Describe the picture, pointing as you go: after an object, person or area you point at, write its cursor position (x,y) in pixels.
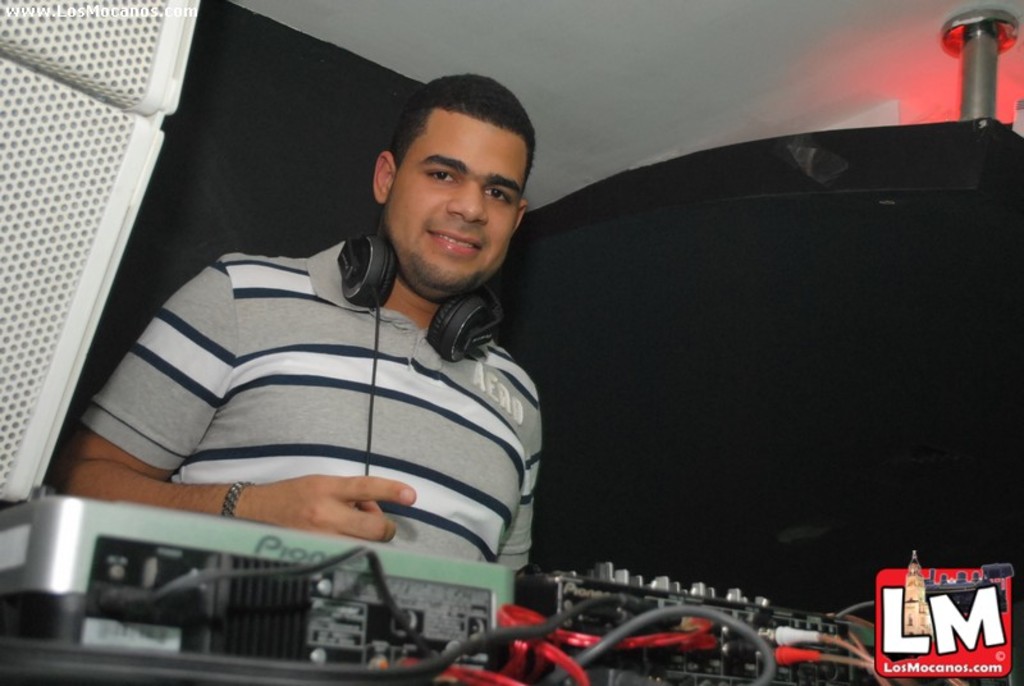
A man (463,492) is there, he wore headset (433,344), t-shirt (416,396). He is smiling.
